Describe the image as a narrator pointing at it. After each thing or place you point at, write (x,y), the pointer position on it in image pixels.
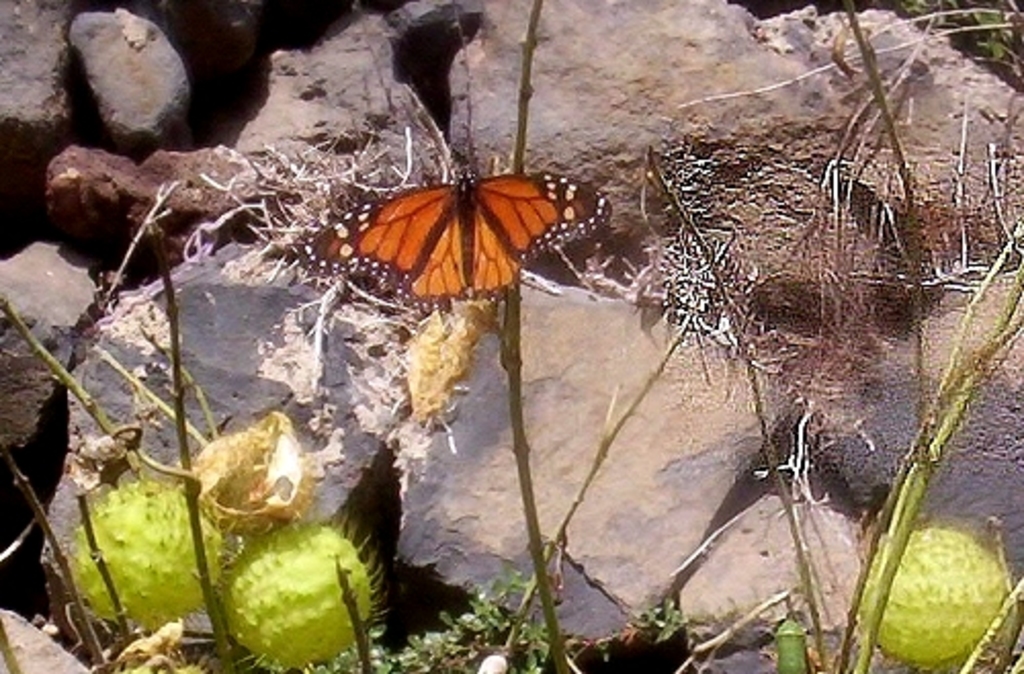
In the image there are many stems (7,464). There is a butterfly (453,218) on the stem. In the background (153,265) behind the stem (523,438) there are rocks (628,120).
